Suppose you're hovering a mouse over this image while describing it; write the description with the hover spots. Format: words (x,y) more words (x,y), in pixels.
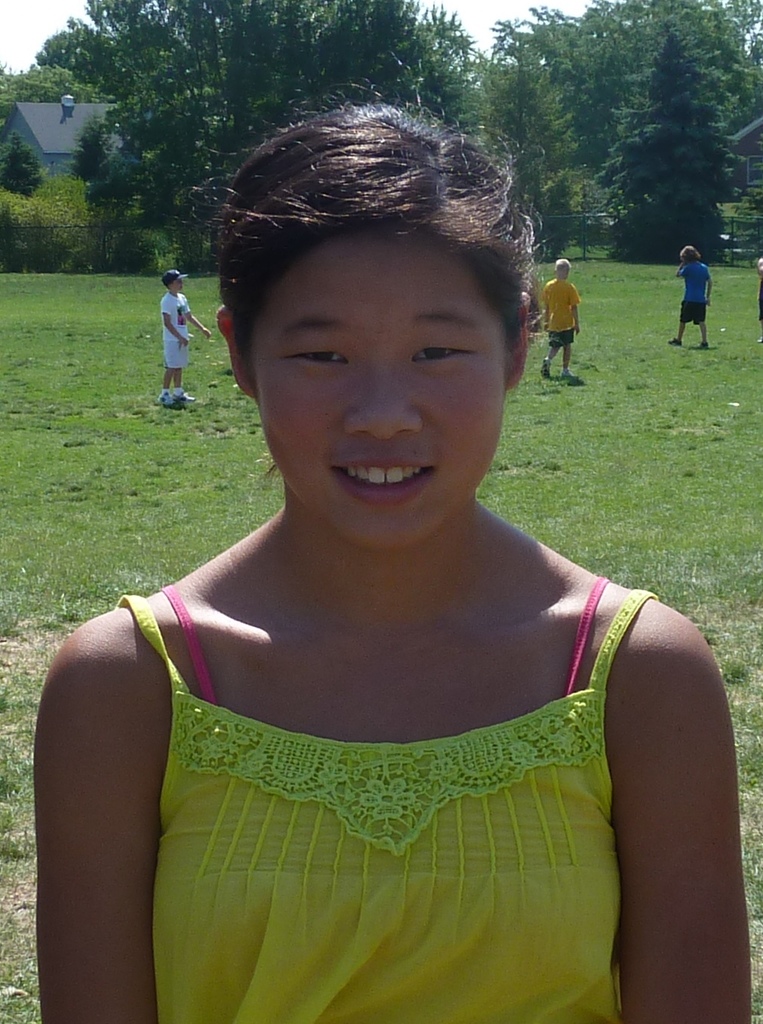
In this image we can see a group of people (500,329) standing on the grass field (98,542). On the left side of the image (40,150) we can see a house (61,140) with a roof (68,129). At the top of the image (675,119) we can see group of trees (729,138) and the sky (37,1).
